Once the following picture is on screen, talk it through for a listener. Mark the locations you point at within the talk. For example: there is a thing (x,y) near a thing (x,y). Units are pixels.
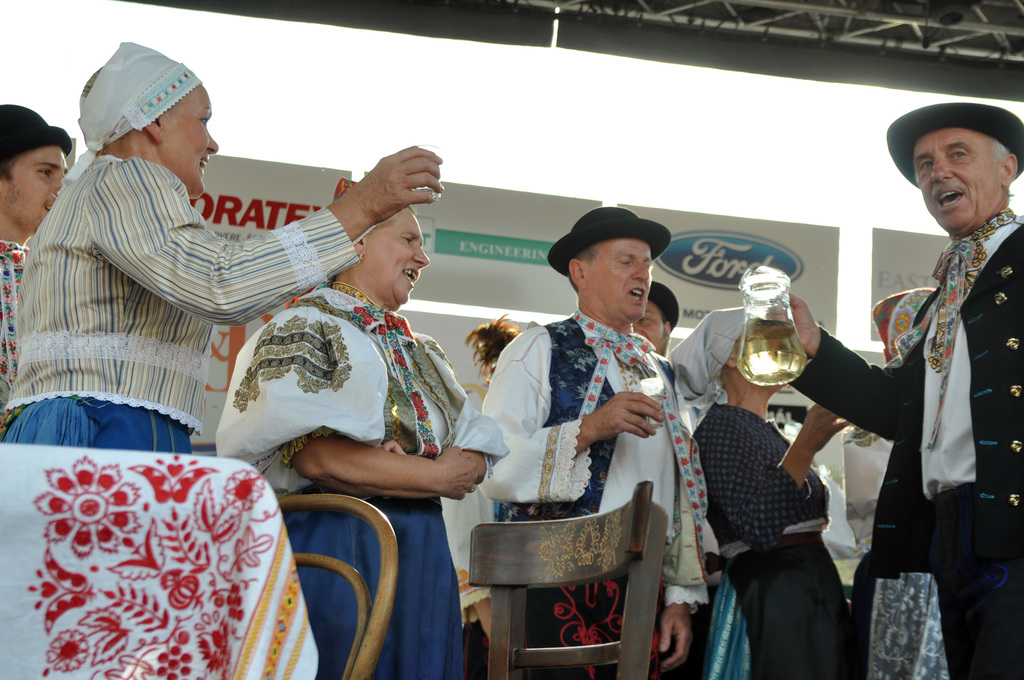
In this image I can see crowd (496,354) of people (694,354) and two of them holding glass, jar (793,351), at the bottom (604,556) I can see chair (603,543) and a design cloth (240,558), at the top (441,120) it might be the wall (745,120), there are some notice paper (531,243) attached to the wall (785,210).
